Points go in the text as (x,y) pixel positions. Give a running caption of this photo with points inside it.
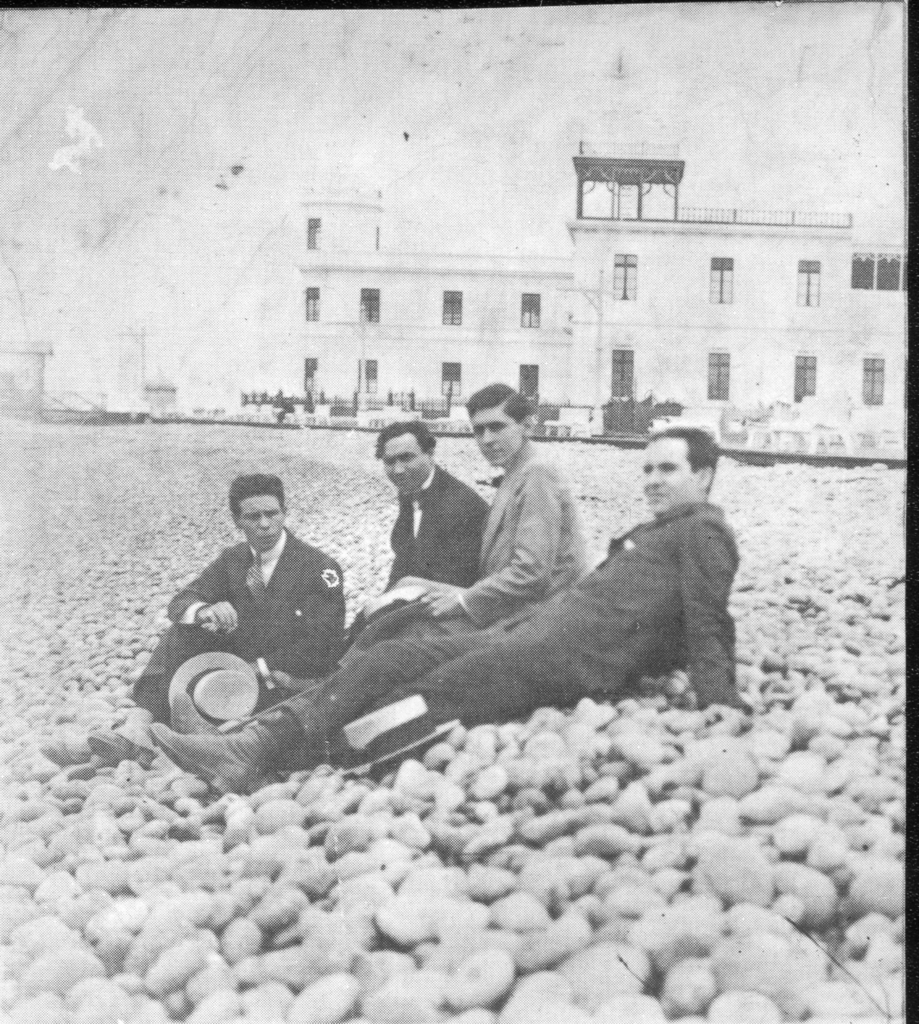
This is a black and white image. In the foreground of the picture (371,607) there are four men (241,564) sitting on the stones (329,475). In the background (564,312) there are buildings (654,372) and road (769,454). Sky (229,105) is cloudy.
